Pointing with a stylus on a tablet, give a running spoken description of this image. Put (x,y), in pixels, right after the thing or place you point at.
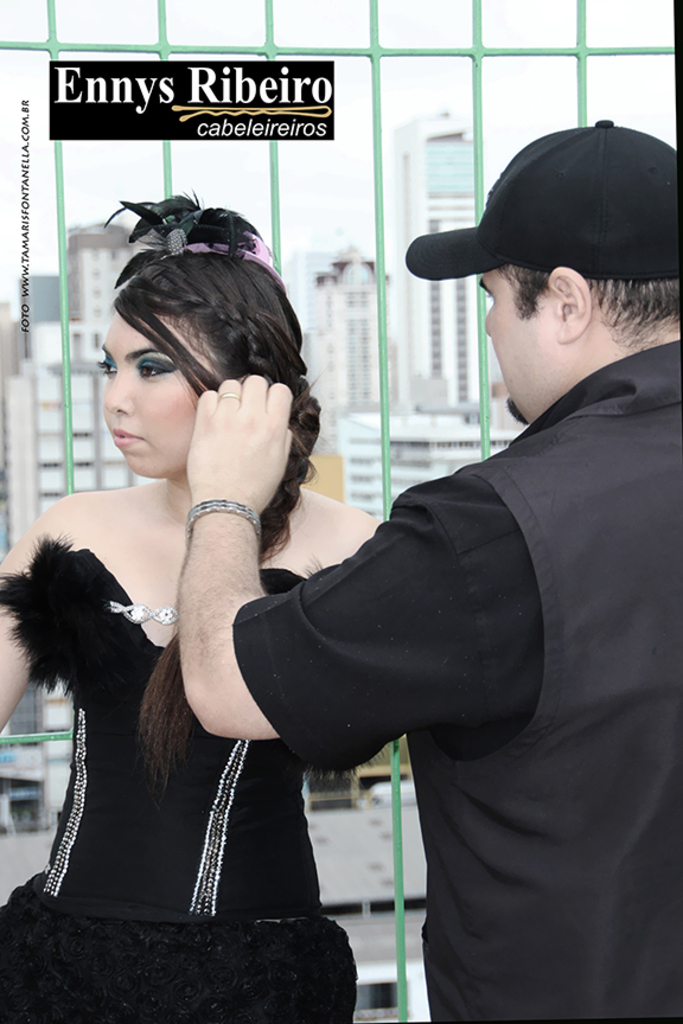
On the left side of the image (161,651) we can see a lady (105,881) is standing and wearing costume (34,560). On the right side of the image (535,648) we can see a man (466,641) is standing and wearing dress (555,510), cap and holding the hair (280,376) of a lady (274,367). In the background of the image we can see the grilles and buildings (397,373). At the top of the image (449,13) we can see the sky (449,0). In the top left corner (106,122) we can see the text (167,62).
